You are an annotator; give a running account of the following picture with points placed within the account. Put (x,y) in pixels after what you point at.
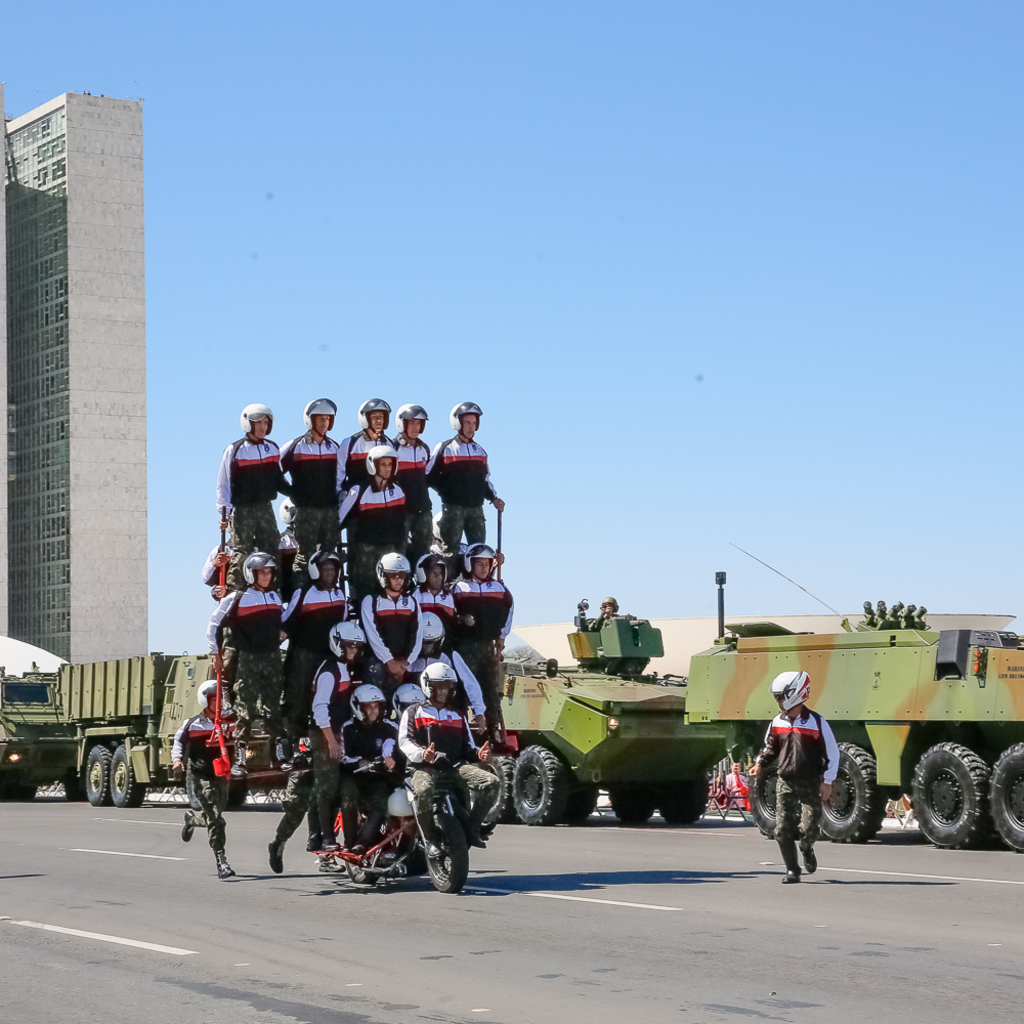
In this picture I see the road (252,881) in front (132,1015) and I see a bike (428,863) on which there are number of persons (435,634) who are performing a stunt and behind them I see tanks (613,765) and trucks (134,728) and in the background (132,610) I see the building (141,419) and the sky (649,247).
